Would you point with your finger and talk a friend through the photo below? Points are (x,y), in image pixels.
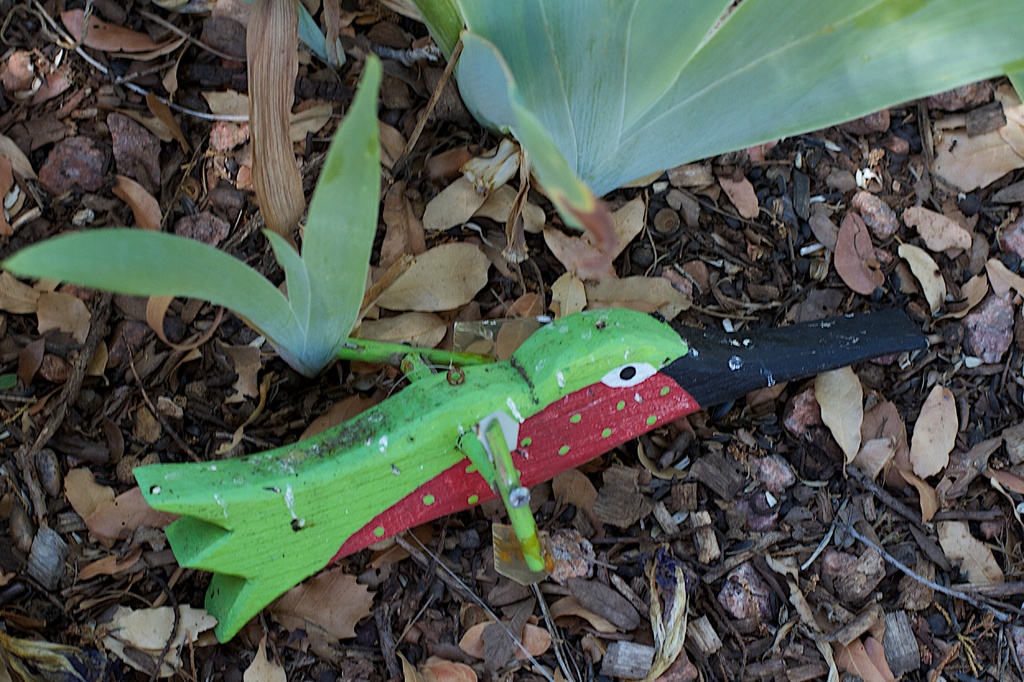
In this picture I can see there are some dry leaves (601,586), there are some plants (199,263).
